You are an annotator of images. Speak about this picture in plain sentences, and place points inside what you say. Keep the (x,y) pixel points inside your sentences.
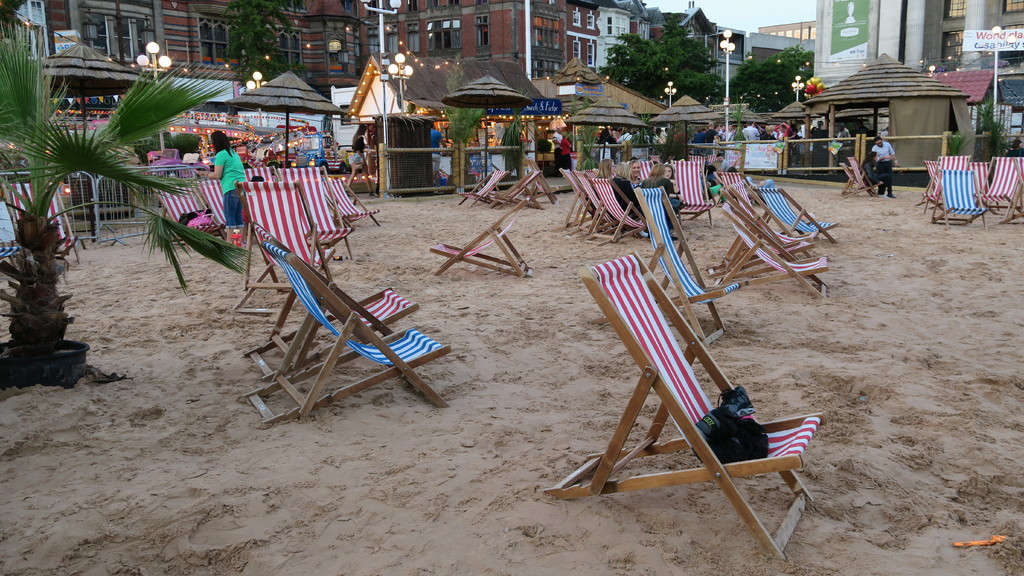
There are group of chairs (799,245) in the sand (378,245) where some of them sat in it, Left were kept empty and there are buildings (502,46) in the background (544,59).
